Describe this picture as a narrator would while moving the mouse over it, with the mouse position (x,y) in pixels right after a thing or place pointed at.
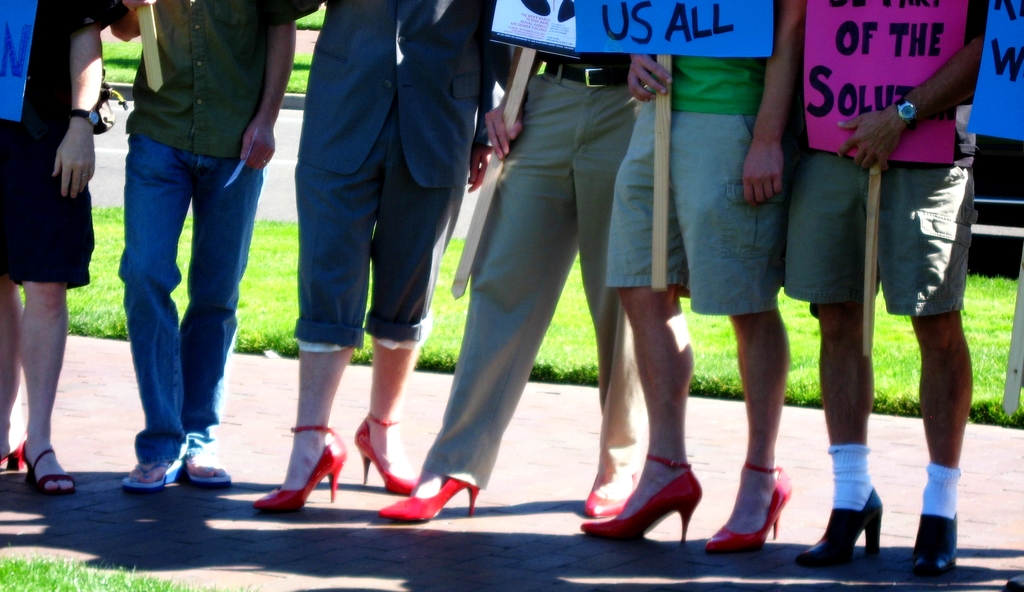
In this image I can see a group of people (167,204) holding cards (144,36) standing on road (130,365) with a pavement (120,351) and behind them I can see a grass carpet (105,320).
